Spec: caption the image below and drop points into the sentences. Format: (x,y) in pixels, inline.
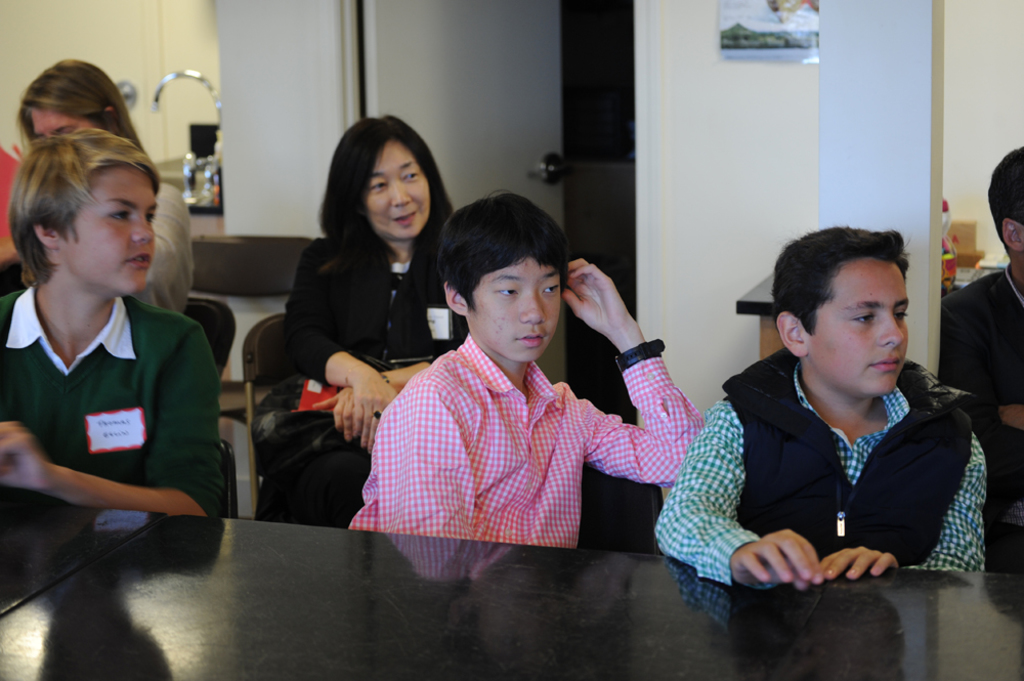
In this image we can see persons (192,327) sitting on the chairs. At the bottom of the image (389,599) there is table (366,586). In The background (202,96) we can see door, sink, tap (198,78), pillar (866,154) and wall (948,70).
